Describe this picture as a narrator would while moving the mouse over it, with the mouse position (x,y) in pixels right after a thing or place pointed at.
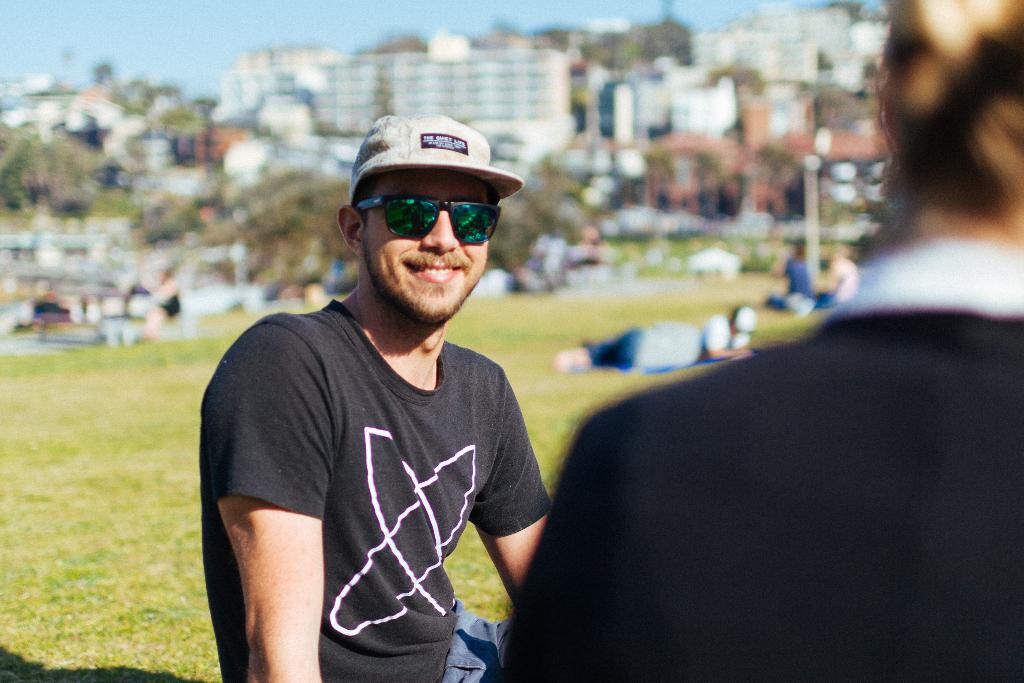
In the picture we can see a man (335,475) wearing black color T-shirt (317,476), white color cap (380,135) sitting on ground (38,560) and in the background of the picture (462,101) there are some trees (4,201), buildings (203,139), we can see some persons (683,327) sitting on ground (612,298).
